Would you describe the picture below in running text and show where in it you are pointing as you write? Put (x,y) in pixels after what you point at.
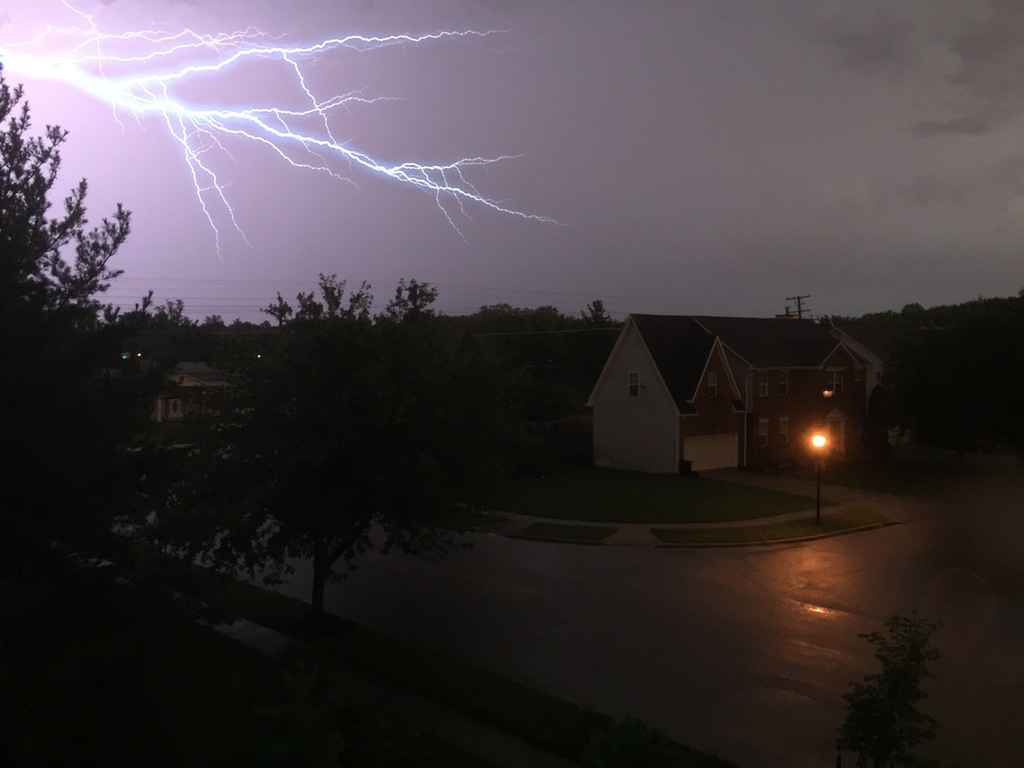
In this image, we can see houses (753,418). We can see some poles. Among them, we can see a light pole (817,458). We can see the ground (740,565). We can see some grass (529,503). There are a few trees (288,396). We can see the sky (586,155) with thunder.
